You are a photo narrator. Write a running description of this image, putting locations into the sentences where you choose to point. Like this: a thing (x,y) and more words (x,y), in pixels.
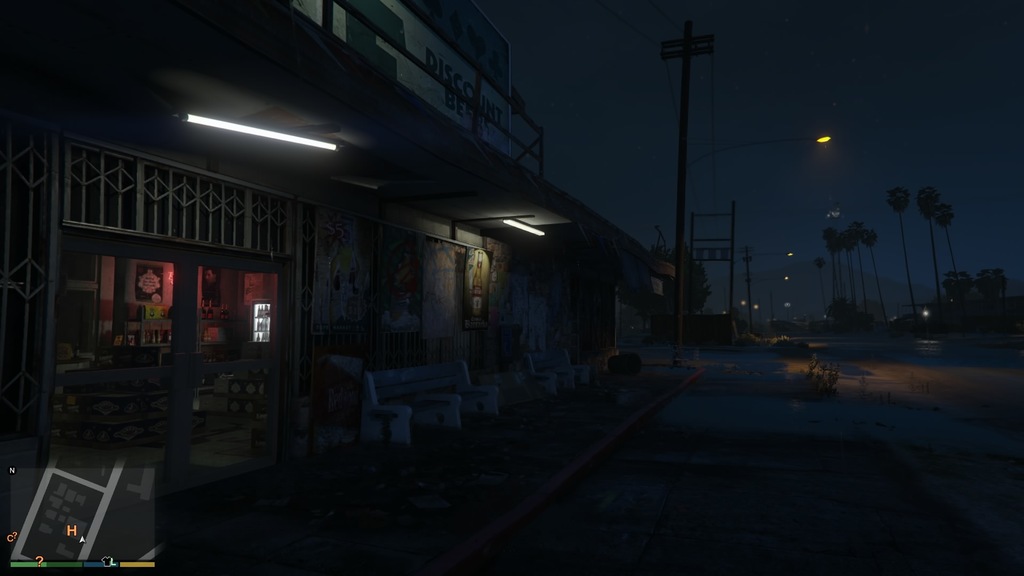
In this image I can see a building (424,339), number of poles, trees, lights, wires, boards (500,30), few benches (419,367) and on these boards (442,43) I can see something is written. I can also see this image is in dark.
